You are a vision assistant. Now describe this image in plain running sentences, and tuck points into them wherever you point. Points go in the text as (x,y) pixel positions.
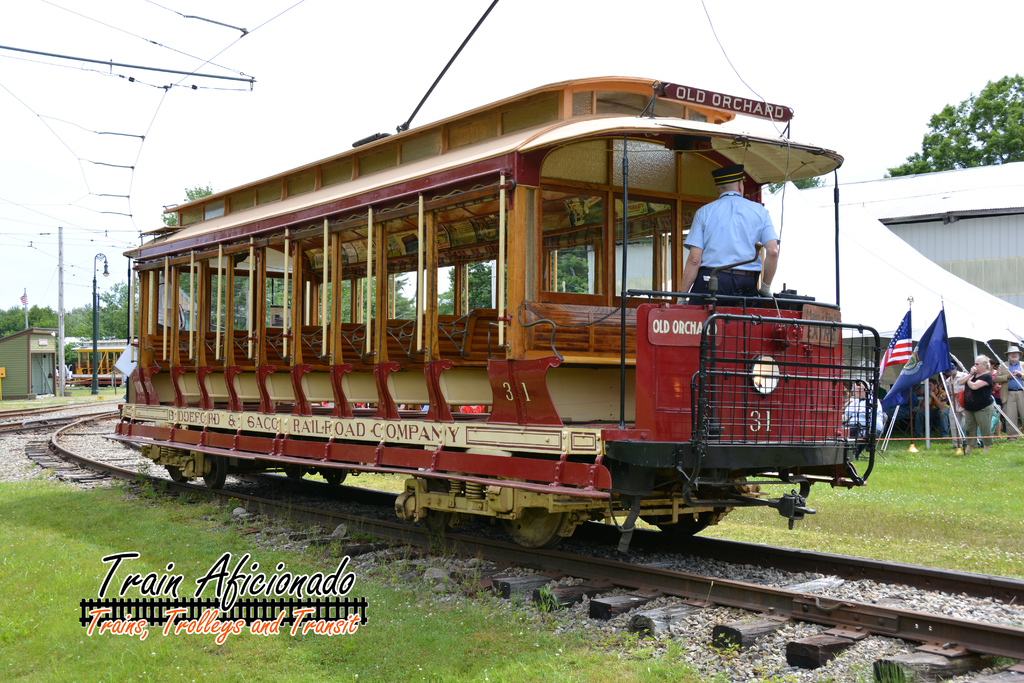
In this image I can see the train (516,426) on the track (600,563) and I can also see the person (731,179) standing in the train (690,179). In the background (951,430) I can see group of people (863,428) standing and I can also see few flags (922,338), trees (992,156) in green color and I can also see few electric poles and the sky (476,71) is in white color.
